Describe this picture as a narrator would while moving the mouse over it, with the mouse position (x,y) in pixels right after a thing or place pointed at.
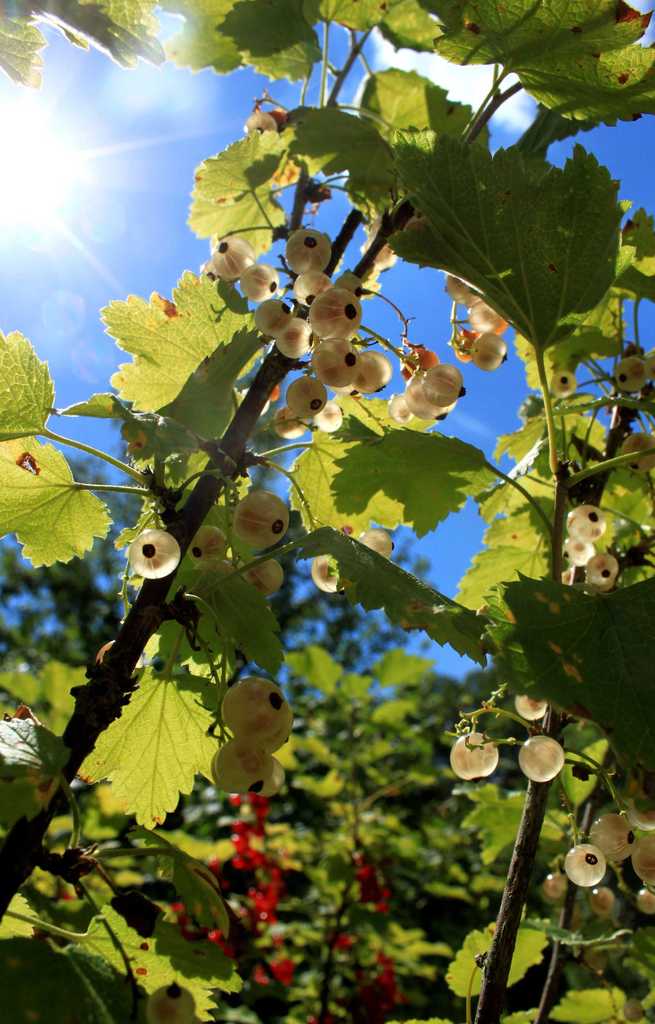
This picture shows trees (510,90) with fruits (436,376) and we see sunlight (80,228) in the blue sky (71,251).
